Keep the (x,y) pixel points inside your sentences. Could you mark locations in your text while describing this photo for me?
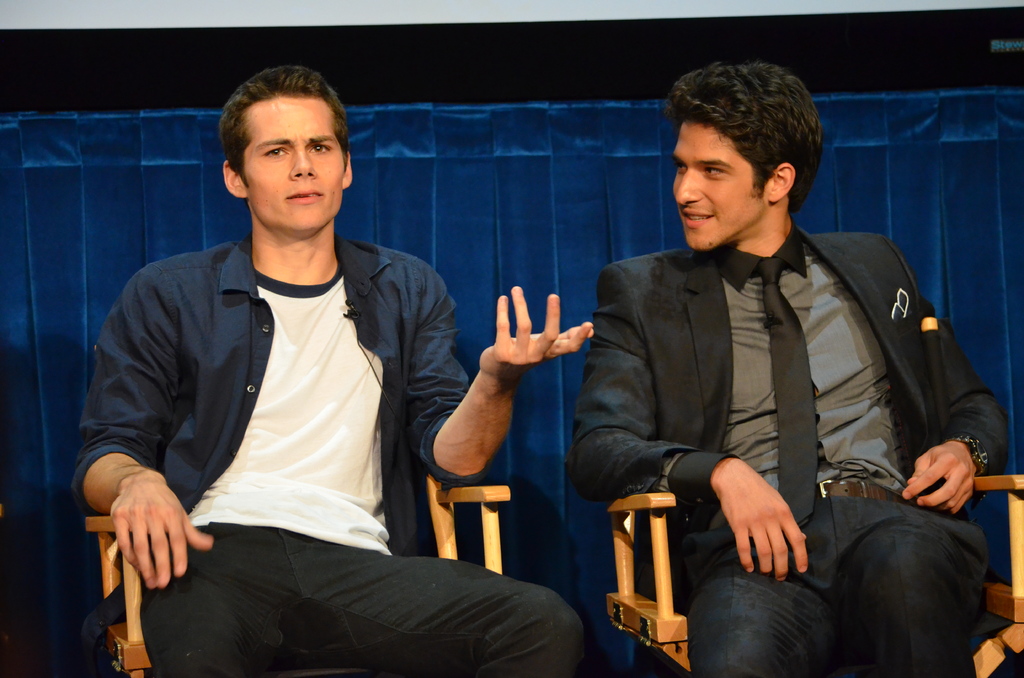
In this image I see 2 men (649,361) who are sitting on chairs (448,560) and this man (629,343) is wearing a suit (713,360) and this man (349,376) is wearing blue color shirt (223,339) and I see the blue color things (222,199) in the background (955,227).
